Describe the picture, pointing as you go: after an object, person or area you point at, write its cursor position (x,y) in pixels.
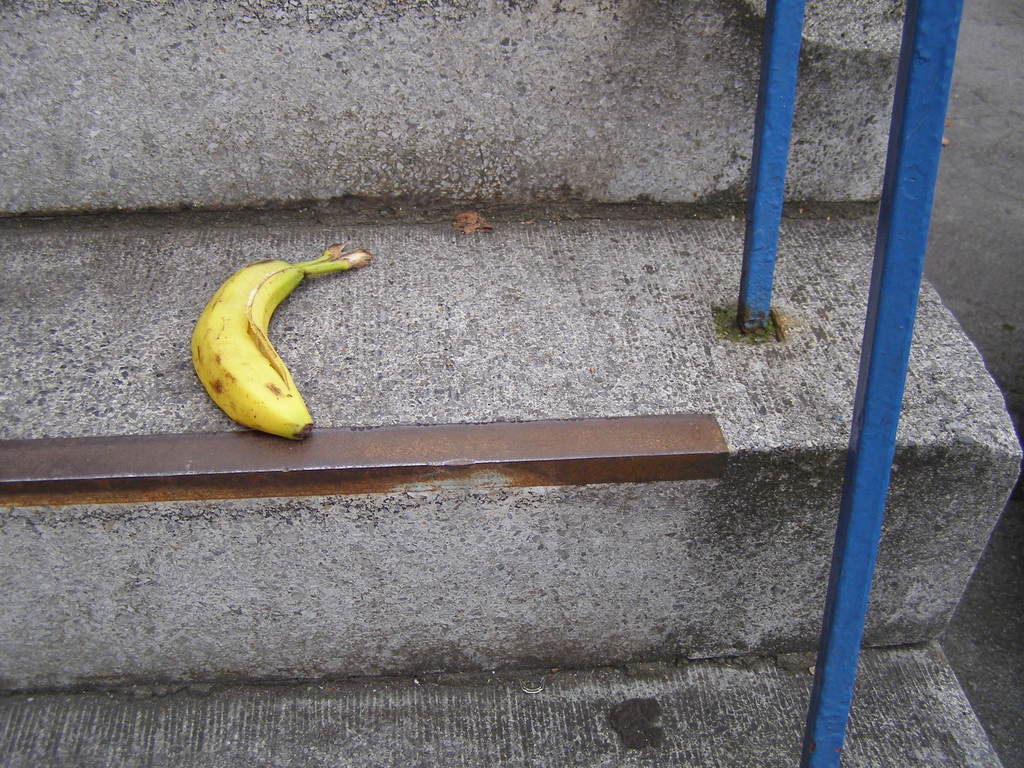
In this image I can see there are stairs (475,280) and on the stairs (299,290) there is a banana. And there is a rod (876,453). And at the side, it looks like a road (985,84).
